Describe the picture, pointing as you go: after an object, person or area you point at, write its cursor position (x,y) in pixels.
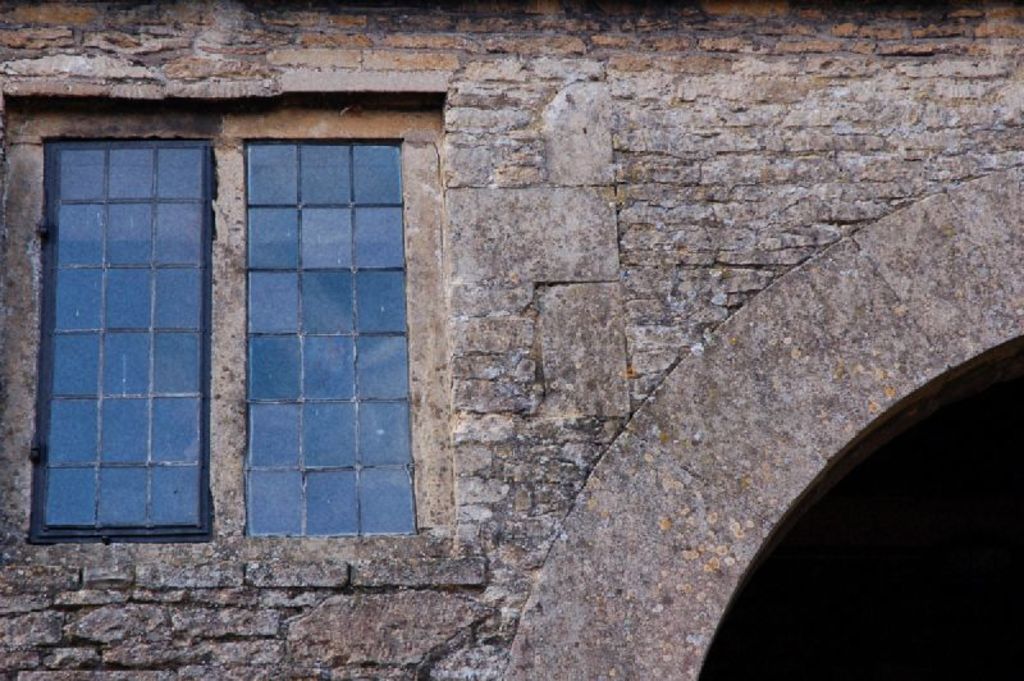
In the image we can see a stone constructed building (643,250) and this is a window (186,378).
